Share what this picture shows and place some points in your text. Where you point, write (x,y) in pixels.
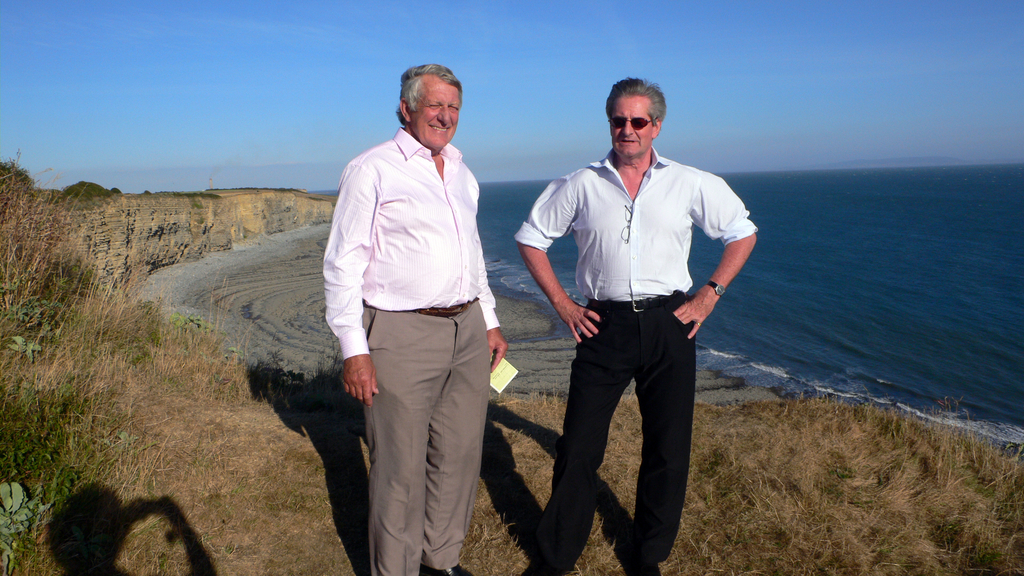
In the center of the image (406,223) there are two people (577,355) standing. At the bottom of the image (235,548) there is grass (726,531). In the background of the image (839,213) there is water (796,196). There is sky (556,96).
